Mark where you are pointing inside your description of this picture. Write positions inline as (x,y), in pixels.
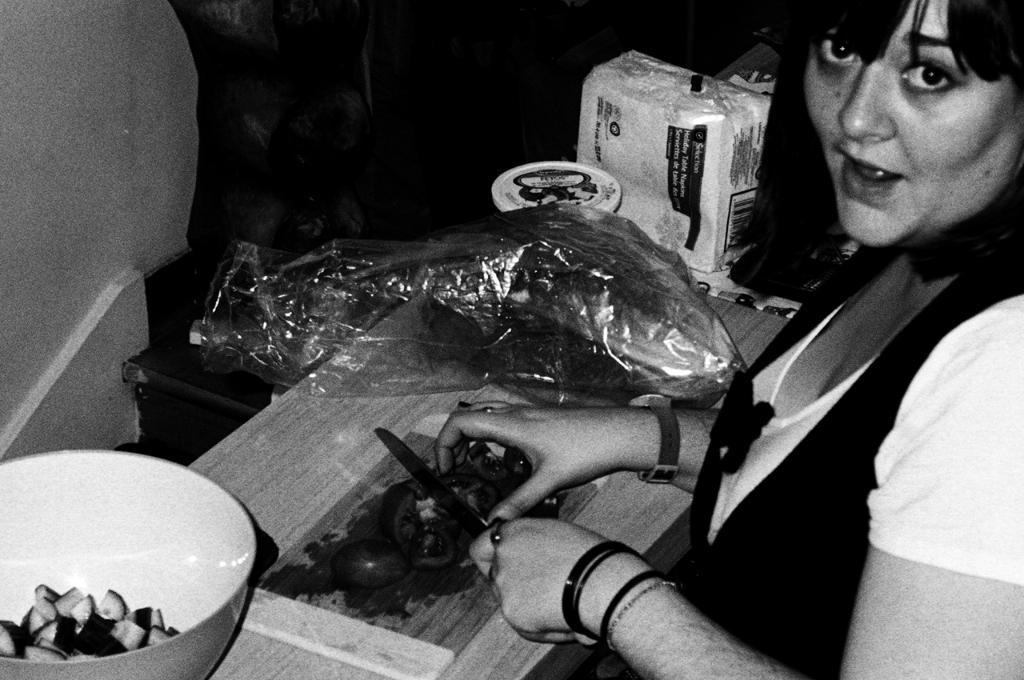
In the picture I can see a woman (950,66) on the right side (965,142) and she is holding a knife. I can see the tomato pieces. I can see the vegetable pieces (73,606) in the bowl (170,538) which is on the bottom left side of the picture (151,547). I can see plastic cover (561,290) and packed cover (723,233) on the table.
